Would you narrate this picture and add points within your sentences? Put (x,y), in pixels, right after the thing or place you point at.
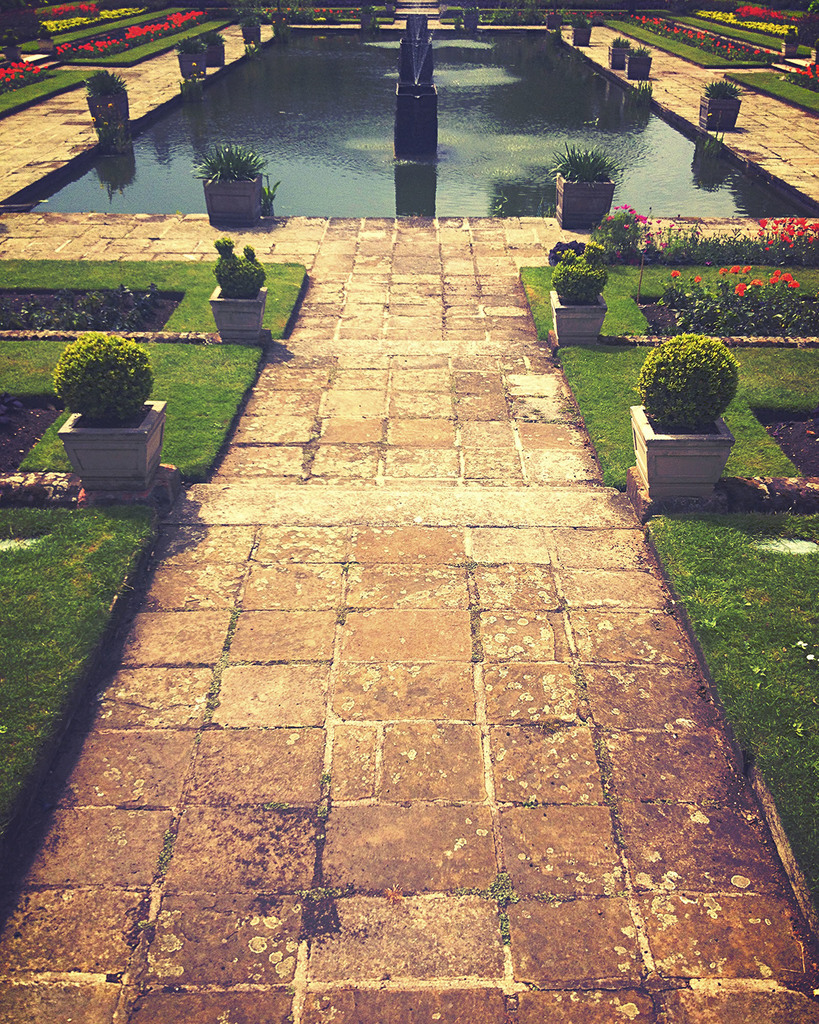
In this image I can see a park (404,374) or a garden (137,197) decorated with grass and potted plants (204,58). In the center of the image (446,542) I can see a way (448,249) accessing a water pond (368,99) with a fountain (403,47).
